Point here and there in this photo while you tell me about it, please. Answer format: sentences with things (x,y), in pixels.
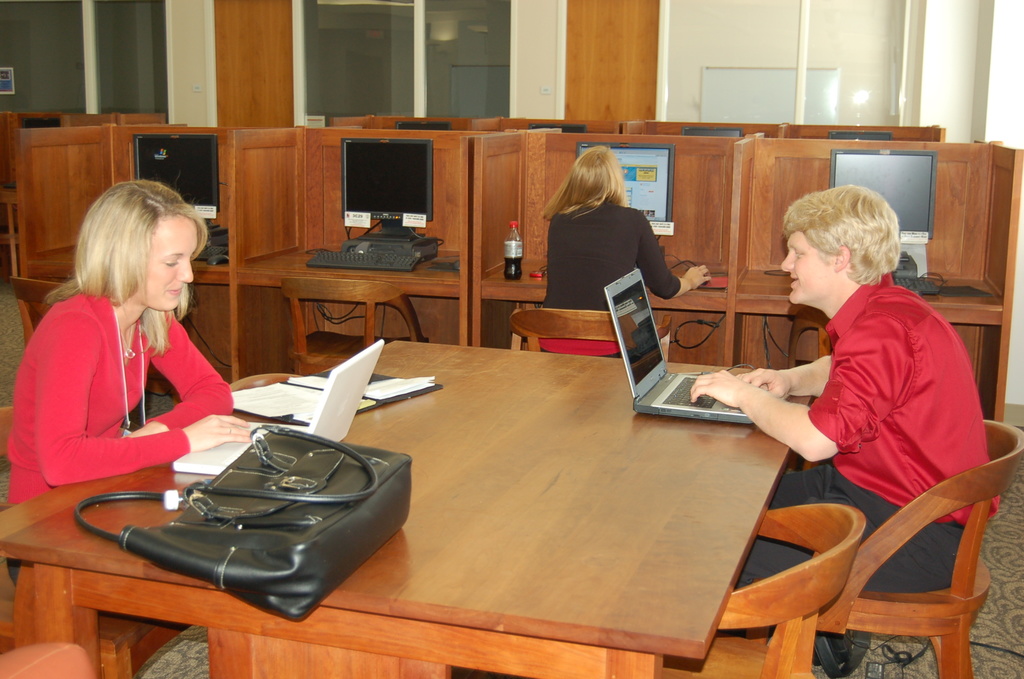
In this image I can see a man (935,329) and two women (35,422) are sitting on chairs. I can also see few computers (921,195), laptops (635,399) and a handbag (285,494).
